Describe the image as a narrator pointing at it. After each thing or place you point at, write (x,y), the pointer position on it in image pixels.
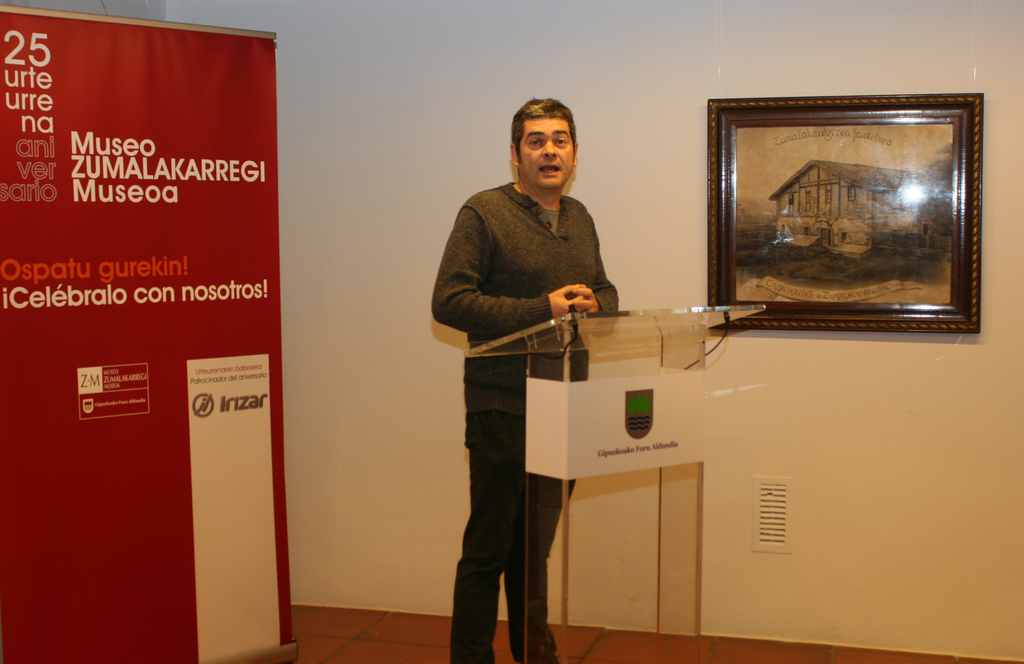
In the image we can see there is a person (532,160) standing near the podium (638,452) and there is a photo frame (878,257) on the wall (795,488). Behind there is a banner (203,439).
